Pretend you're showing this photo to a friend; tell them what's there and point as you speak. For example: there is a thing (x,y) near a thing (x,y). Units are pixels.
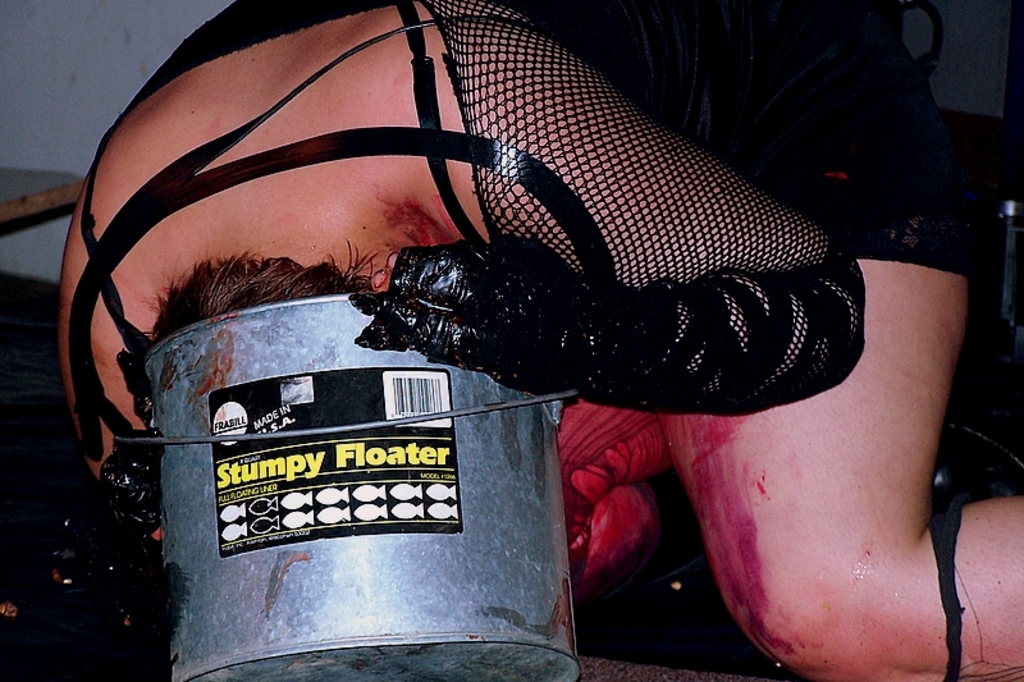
In this image, I can see a person (603,220) putting head (347,278) into a bucket (255,560). This person (536,100) wore a black dress (578,217). I think this is a sticker (375,469), which is attached to the bucket (483,480).
